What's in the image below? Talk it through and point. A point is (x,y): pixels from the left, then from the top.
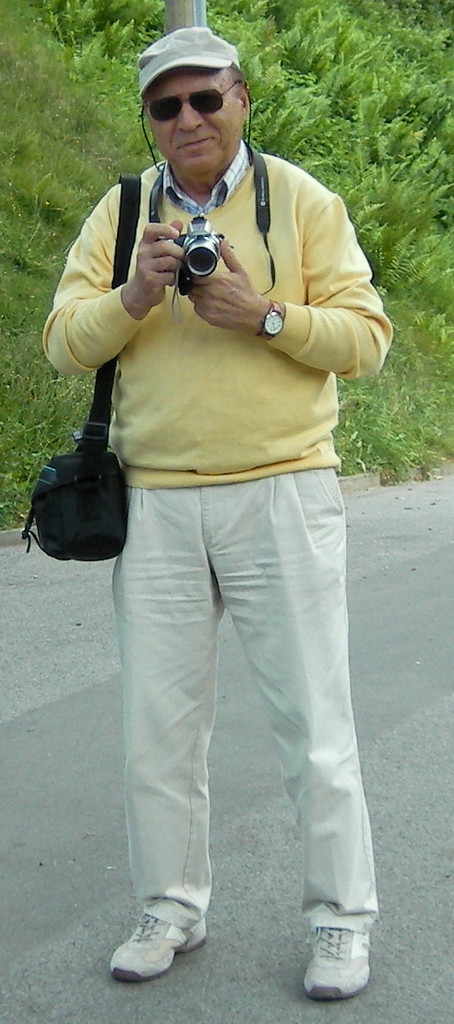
In this image I see a man (230,224) who is wearing a cap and carrying a bag (38,496) and I can also see that he is holding a camera (273,264) and he is smiling. In the background (393,76) I see the path (451,1008) and lot of plants (23,492).
